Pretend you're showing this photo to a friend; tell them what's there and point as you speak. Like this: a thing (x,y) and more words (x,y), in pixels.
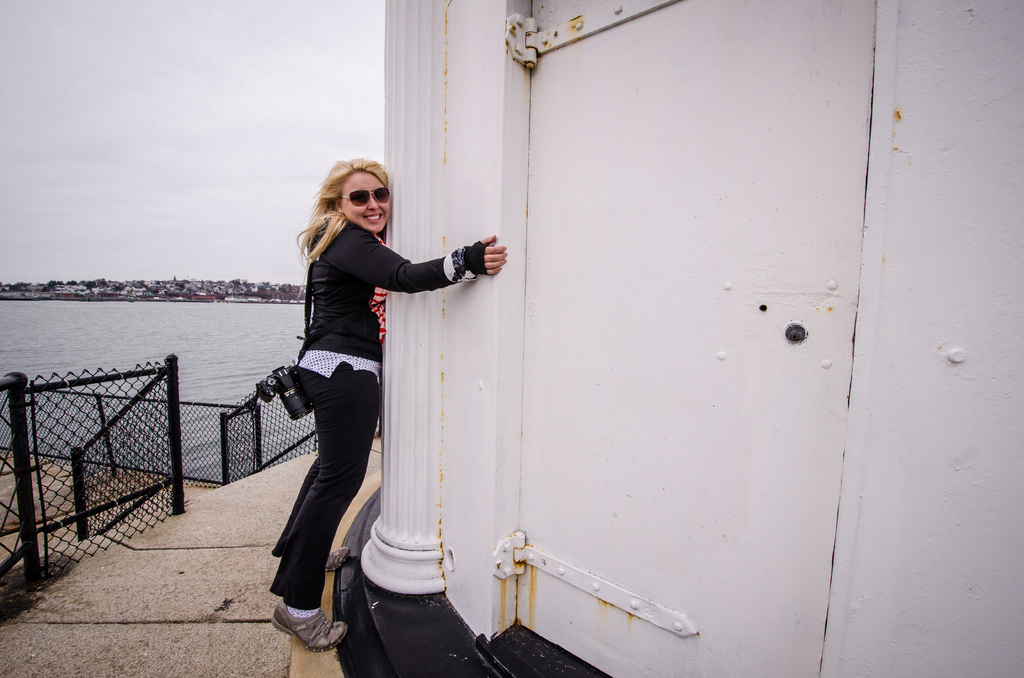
This image is taken outdoors. At the bottom of the image (190,570) there is a floor (210,566). On the right side of the image (817,275) there is a building (614,312) with a wall (493,228), a pillar (422,433) and a door (675,470). In the middle of the image (367,271) a woman (301,626) is standing on the floor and she is holding a pillar (400,296). On the left side of the image (38,466) there is a fencing (134,449) and there is a harbor (155,328). At the top of the image (139,150) there is a sky (241,135) with clouds (264,162).
